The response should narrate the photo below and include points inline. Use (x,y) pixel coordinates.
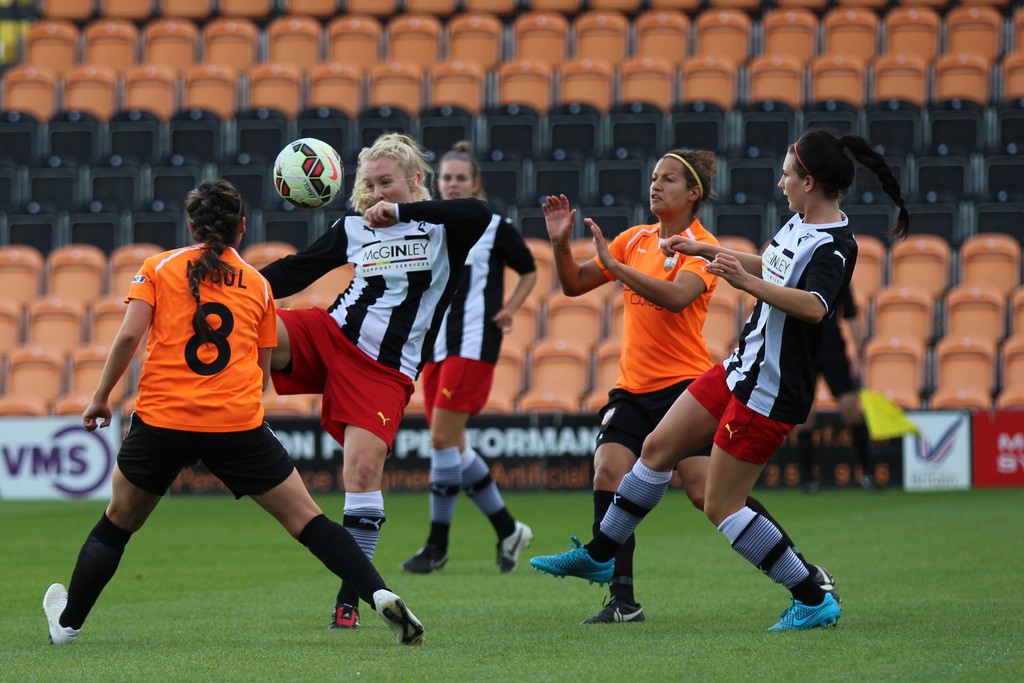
There are many ladies (371,307) playing football. In the background (503,430) there are banners (503,430), chairs (701,116). And this is a grass lawn (512,608). And they are wearing shoes (608,564) and socks (621,498). And there is a football (310,179).
